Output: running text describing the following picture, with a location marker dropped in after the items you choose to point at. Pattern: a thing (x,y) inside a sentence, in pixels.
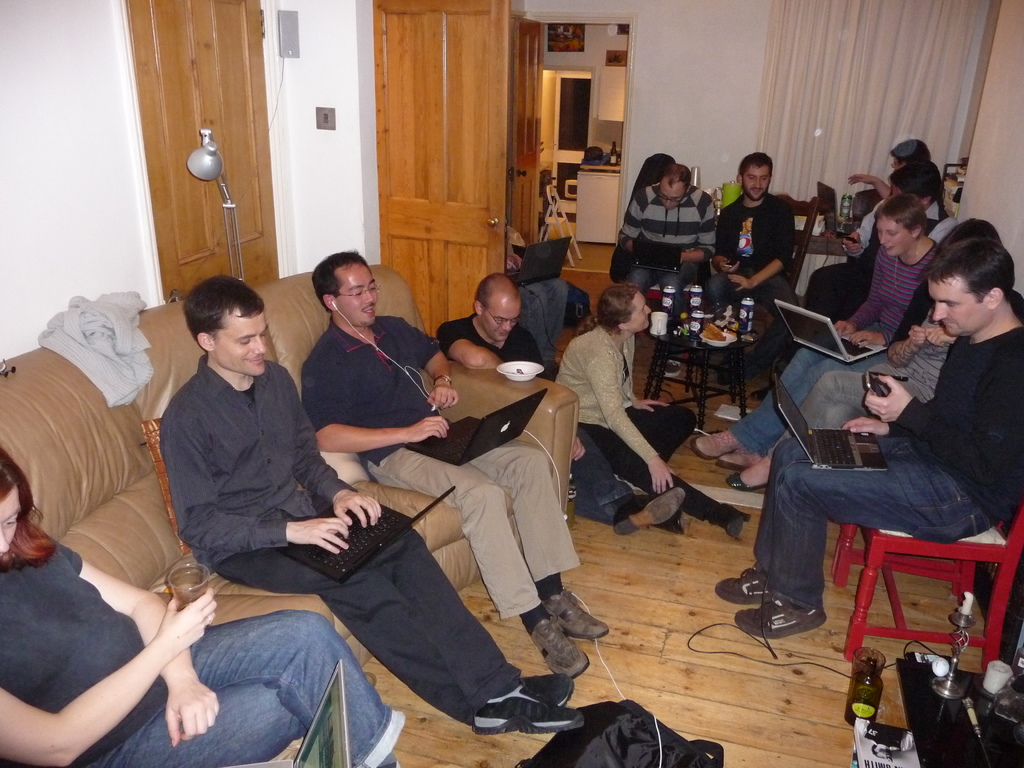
The image is taken in a room (465,105). In this picture there are people (512,313), chairs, table (658,372), tins (699,299), couch (560,439), cables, bottles (865,716), candles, doors (232,119), lamp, cloth (81,359), curtains (826,154), wall (550,101) and electronic gadgets (819,316). In the center of the background (533,154) there are door (533,73), frame (573,30), table (595,197), chair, bottle (611,147), door (561,117) and window (574,123).
